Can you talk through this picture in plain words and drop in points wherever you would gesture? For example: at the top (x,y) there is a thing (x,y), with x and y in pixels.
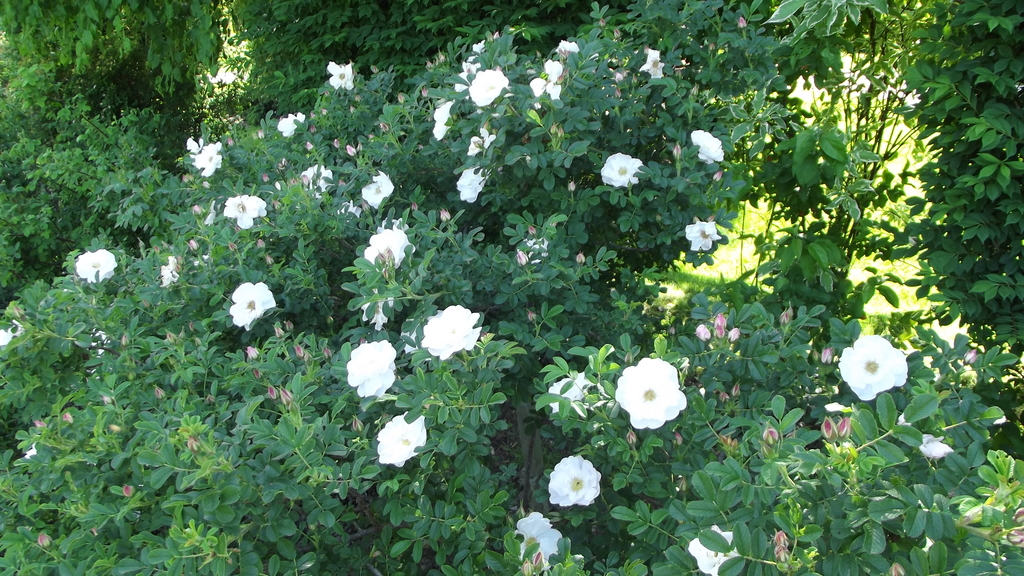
In the foreground of this image (569,523), there are white flowers (579,398) to the plants (258,464). In the background (961,218), there is greenery (192,91).
